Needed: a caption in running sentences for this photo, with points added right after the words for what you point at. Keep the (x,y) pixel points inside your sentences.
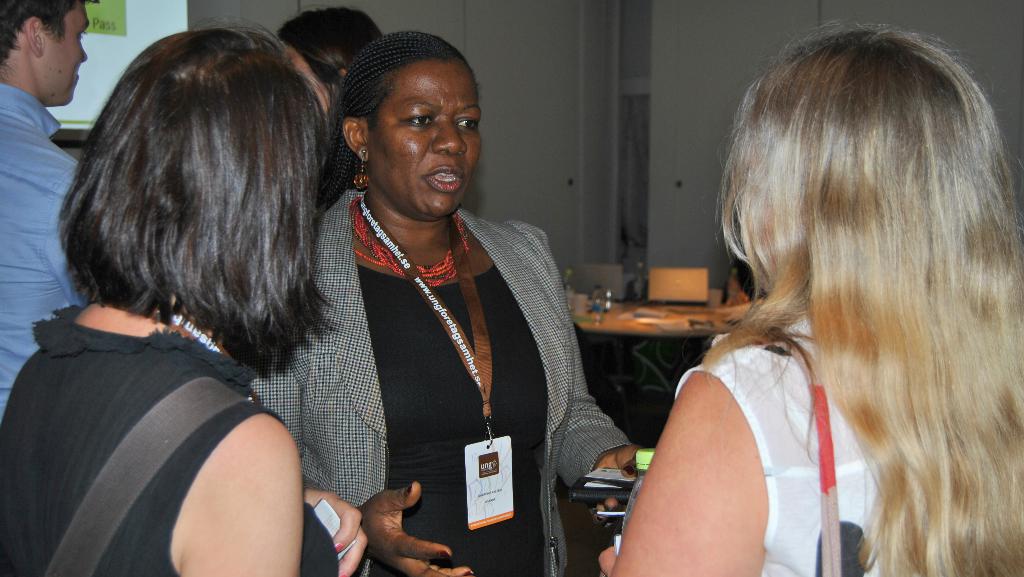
Here we can see five persons (557,386). This is a table (616,318). On the table (629,323) there are bottles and laptops (686,296). In the background (532,67) we can see a screen (180,19) and wall (625,138).
